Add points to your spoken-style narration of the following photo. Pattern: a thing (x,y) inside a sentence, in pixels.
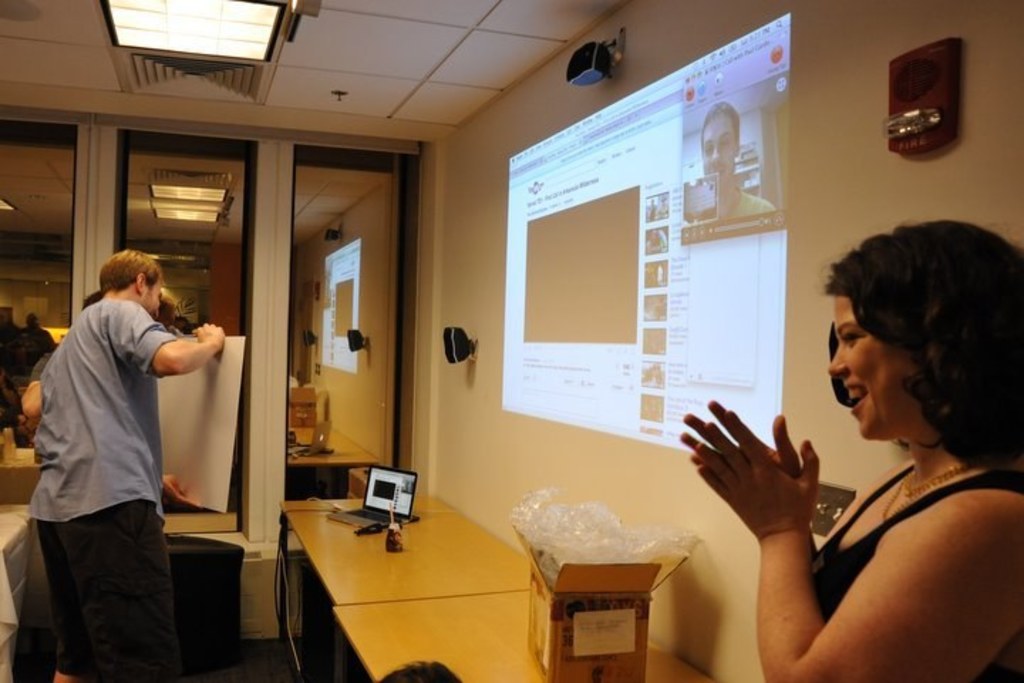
In this image on the right side (895,475) there is one woman (881,547) who is standing, and she is clapping. On the left side (81,357) there are two persons (83,417) who are standing, and they are holding a board (170,415). In the center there is one table (467,600), on the table (522,601) there is one box (595,574), laptop (375,516) and some wires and in the background (174,238) there are some glass windows (48,264), lights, boxes (295,399) and a wall (272,282). In the center (557,291) there is a screen (644,386), and on the top (302,60) there is ceiling (379,39) and lights (194,28) and on the wall (476,292) there are some speakers (587,83).
